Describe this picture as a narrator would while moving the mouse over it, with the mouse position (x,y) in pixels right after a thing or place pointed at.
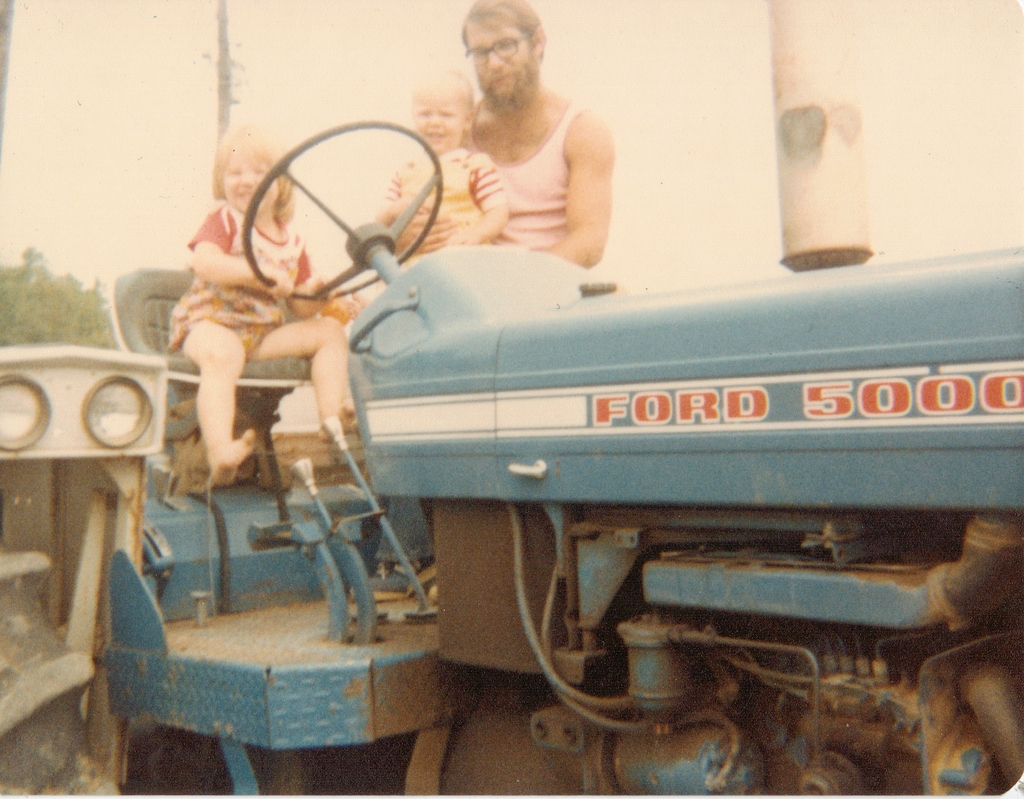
In the picture we can see the part of the tractor (339,728) with a seat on it and we can see a girl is sitting and smiling and beside her we can see a man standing and holding another girl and behind the tractor (314,692) we can see the part of the tree (46,292) and the sky (168,121).
